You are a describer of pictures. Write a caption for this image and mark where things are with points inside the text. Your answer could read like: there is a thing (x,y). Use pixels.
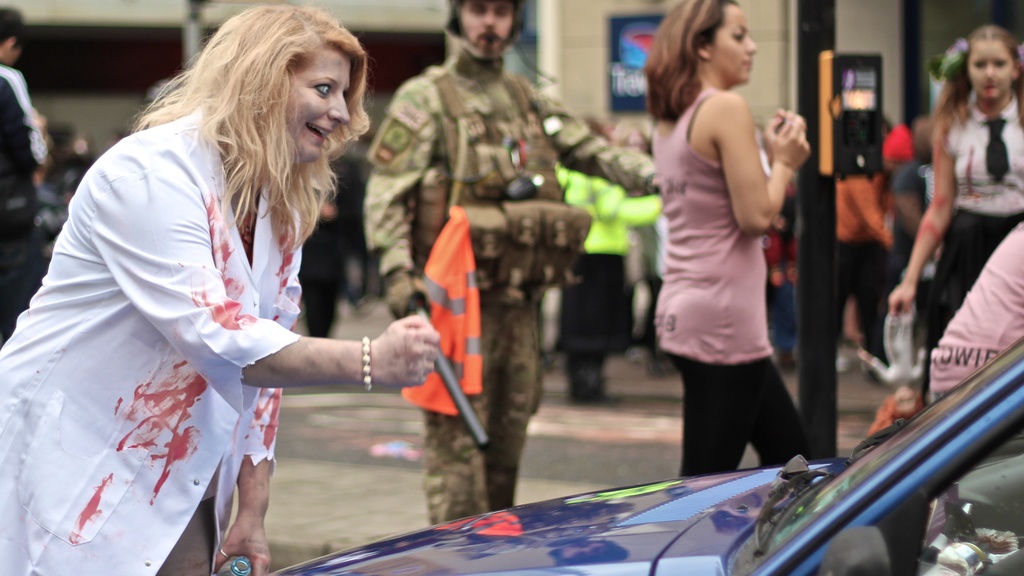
In this image I can see group of people (599,282) are standing among them this man (491,251) is wearing a uniform (491,229). Here I can see a vehicle (811,511). In the background (842,136) I can see some object (820,133) attached to a pole (830,197). The background of the image (843,188) is blurred.
